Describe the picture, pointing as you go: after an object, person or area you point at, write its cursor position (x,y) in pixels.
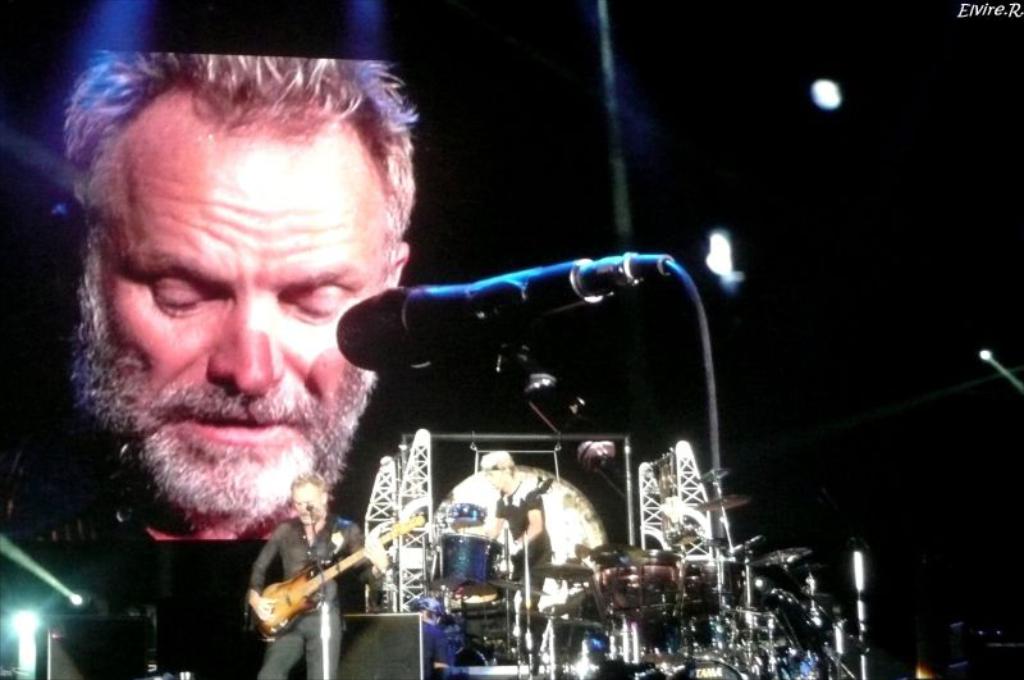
In this image, there are two persons (519,496) standing and wearing clothes (346,530). There is a person (333,638) in the bottom left of the image (333,629) playing a guitar (326,574). There is a person (522,532) in the center of the image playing drums (458,552). There is screen (149,267) behind these two persons (302,541). There are some musical instruments (656,588) in the bottom right of the image (776,626).
